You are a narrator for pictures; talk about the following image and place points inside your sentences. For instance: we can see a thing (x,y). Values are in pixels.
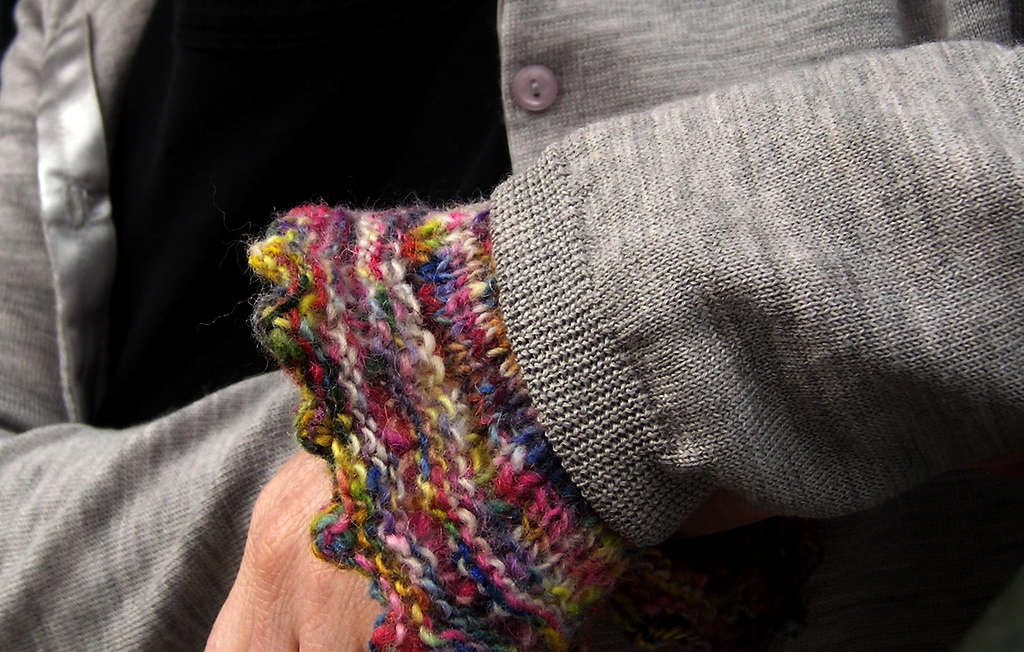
In this image, there is a person (50,316) whose face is not visible wearing a coat (567,78).
